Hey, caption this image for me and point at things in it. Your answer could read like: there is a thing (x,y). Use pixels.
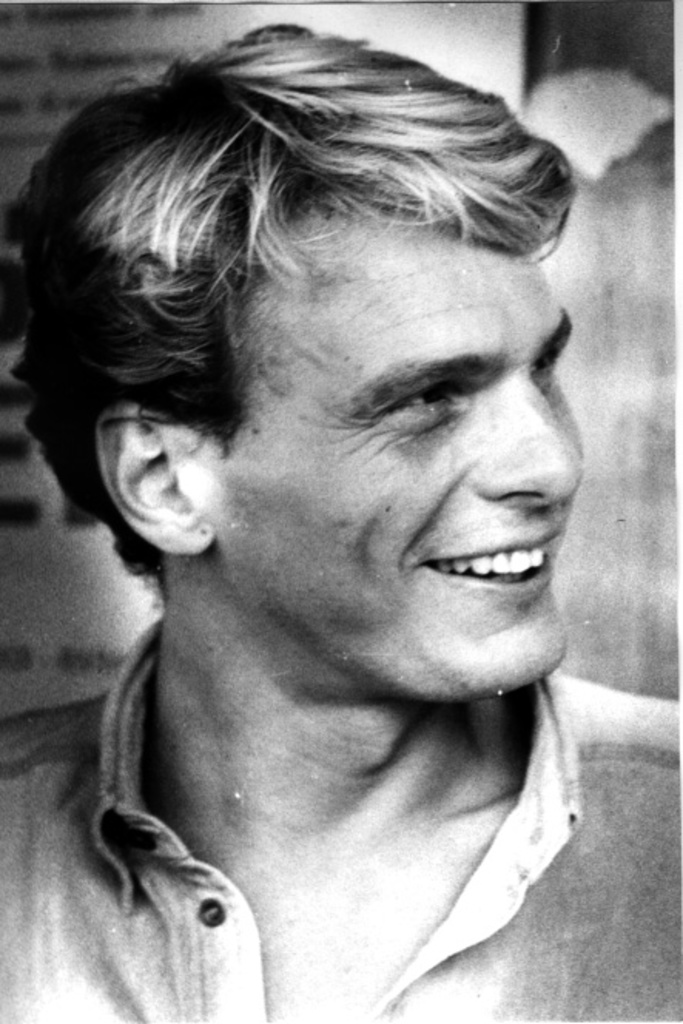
Here in this picture we can see a black and white image, in which we can see a close up view of a person's face (356,297) present and we can see he is smiling.
